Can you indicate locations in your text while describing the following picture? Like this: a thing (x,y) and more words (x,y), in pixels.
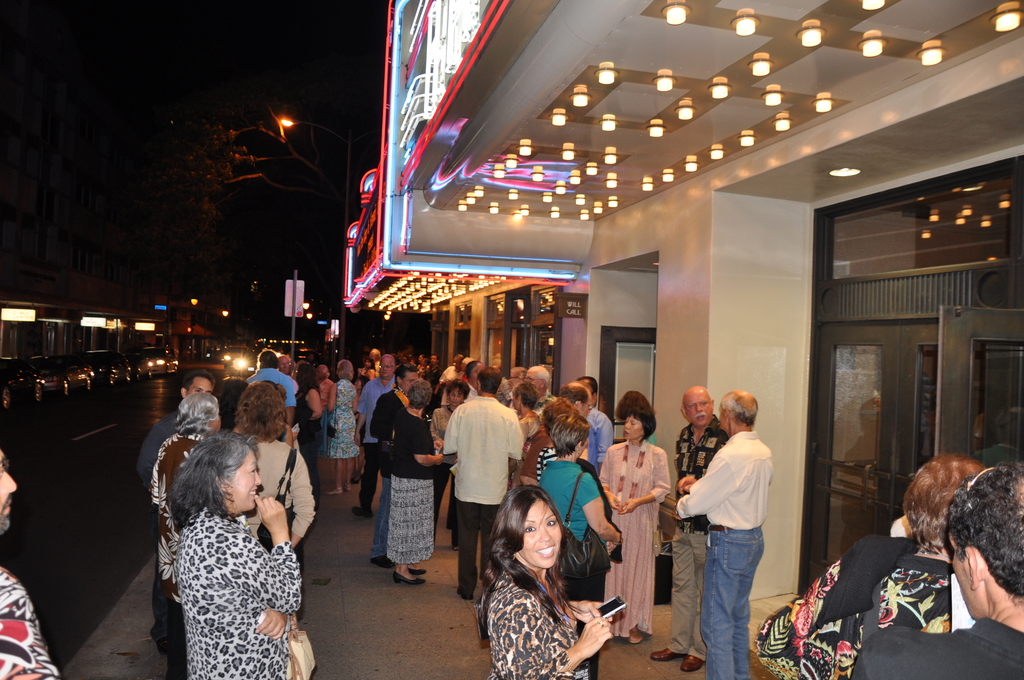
In front of the image there are a few people (293,527) standing on the pavement (309,543), on the left side of the pavement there are sign boards (299,304), lamp posts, trees (271,181) and few vehicles (159,360) on the road (84,402), beside the road (101,396) there is buildings (109,311). On the right side of the image (719,85) there is a building (633,191) with glass doors (849,405), on top of the building (440,228) there are lights (389,217).
